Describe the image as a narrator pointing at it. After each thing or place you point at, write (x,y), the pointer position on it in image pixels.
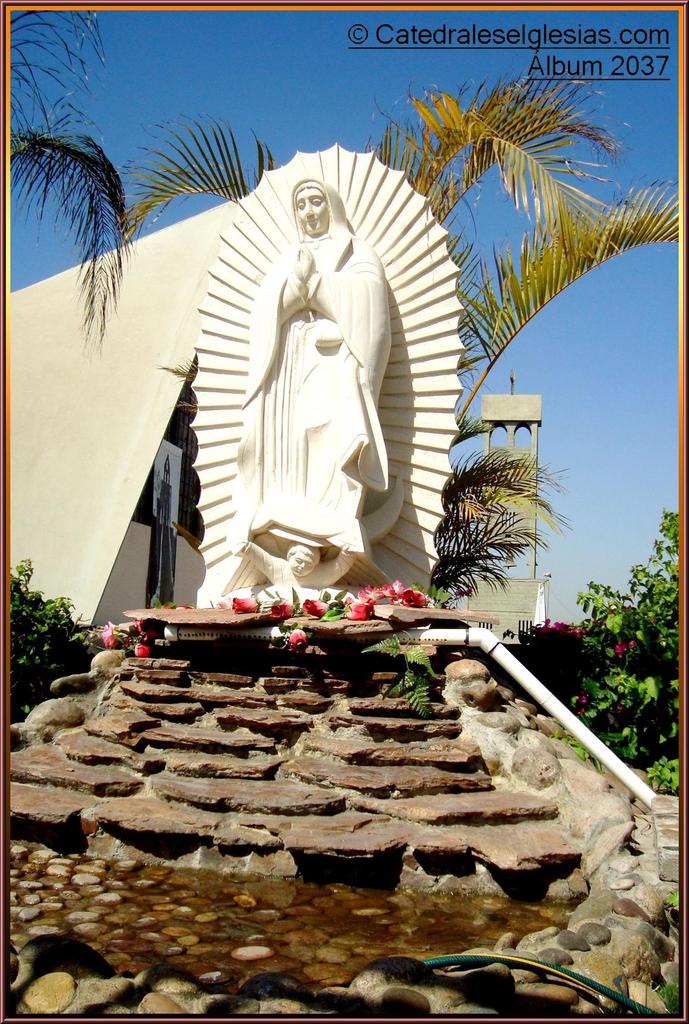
There is a white color statue (346,298) on a wall (545,729), near white color pipes (451,631) and flowers (416,591). In the background (33,348), there is a building (522,419), there are plants (664,676), there are trees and there is a blue sky (259,95).
